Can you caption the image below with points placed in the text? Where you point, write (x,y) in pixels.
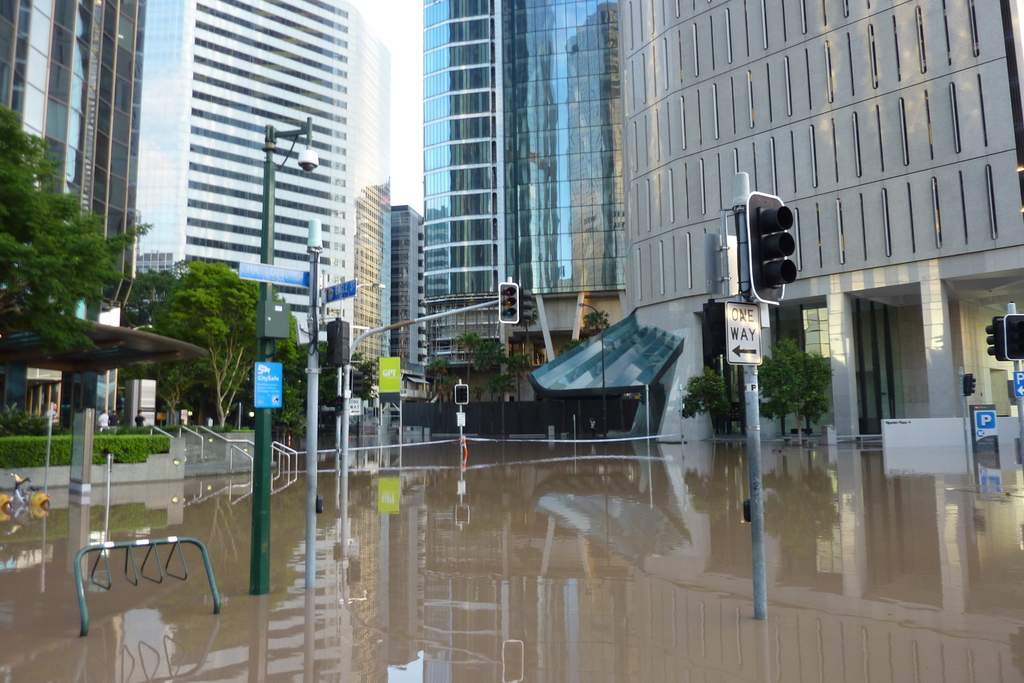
In the image we can see there are buildings (572,109) and trees (238,315). Here we can see signal poles (345,354) and light poles (273,167). Here we can see plants (116,448), water (479,589) and the white sky (421,23). Here we can see a person (116,426) wearing clothes (101,427).
